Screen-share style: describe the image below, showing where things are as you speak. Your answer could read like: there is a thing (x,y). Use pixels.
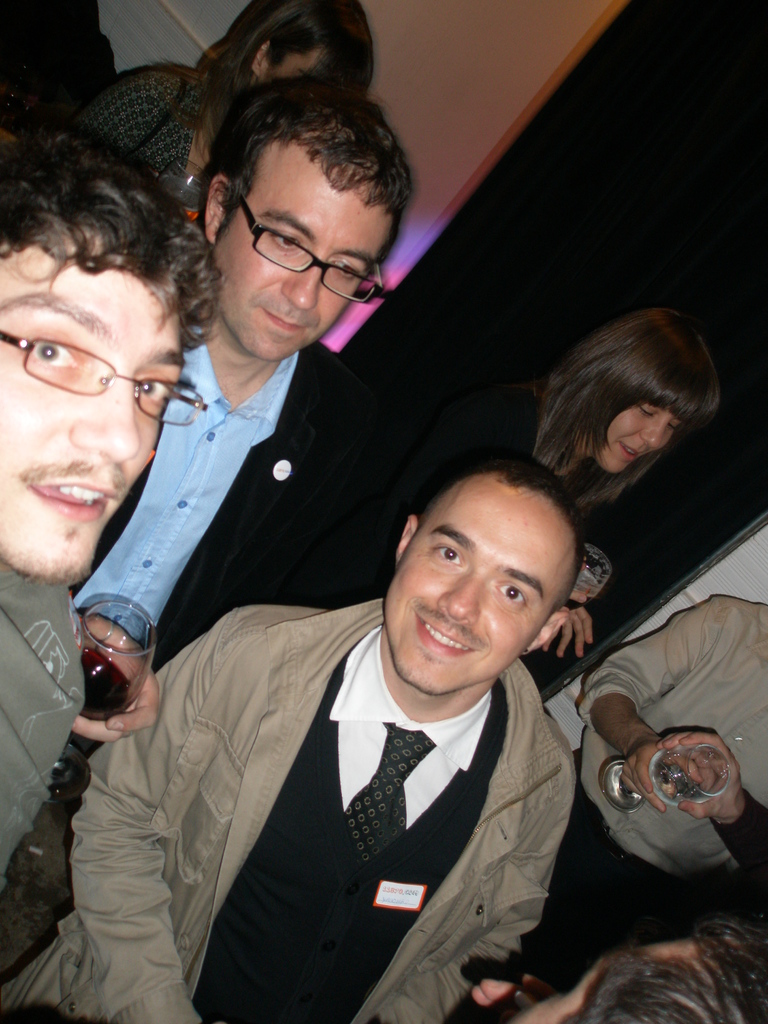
In this image I can see few people (172,699) standing and wearing different color dresses (696,679). Few people (636,734) are holding glasses (601,577).
